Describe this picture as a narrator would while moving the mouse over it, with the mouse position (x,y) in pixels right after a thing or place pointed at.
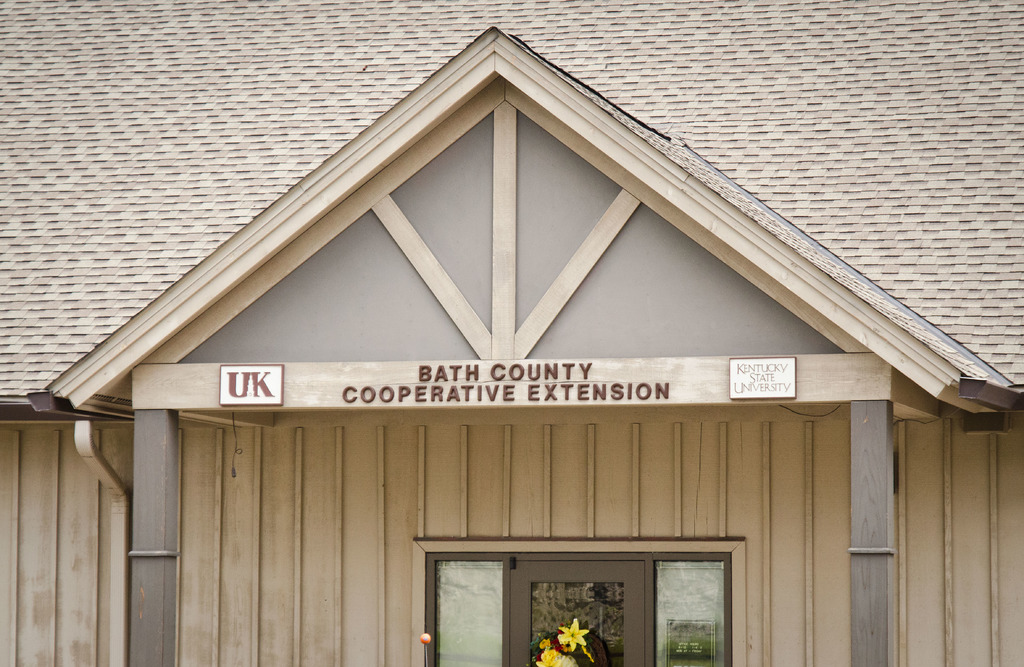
In this image there is a building (562,392), there is text (600,393) on the building (534,381), there are boards (275,385), there is text (257,380) on the boards (759,397), there are windows (576,601) towards the bottom of the image (606,604), there is an object (579,646) towards the bottom of the image (556,639), there are flowers (568,642), there is a wall (780,560).
